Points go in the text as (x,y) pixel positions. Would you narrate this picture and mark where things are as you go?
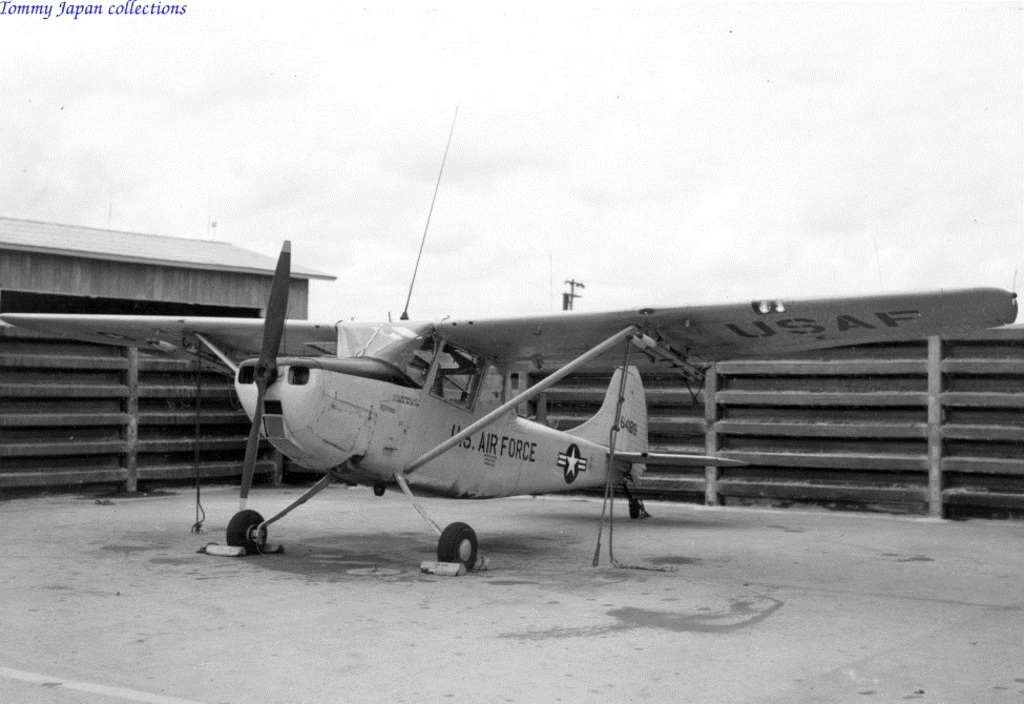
In this image there is an airplane (410,429) with some text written on it. In the background (549,388) there is a fence (184,385) and there is a house (134,300) and the sky (487,133) is cloudy and at the top of the image (128,5) there is some text (74,14) which is visible.
